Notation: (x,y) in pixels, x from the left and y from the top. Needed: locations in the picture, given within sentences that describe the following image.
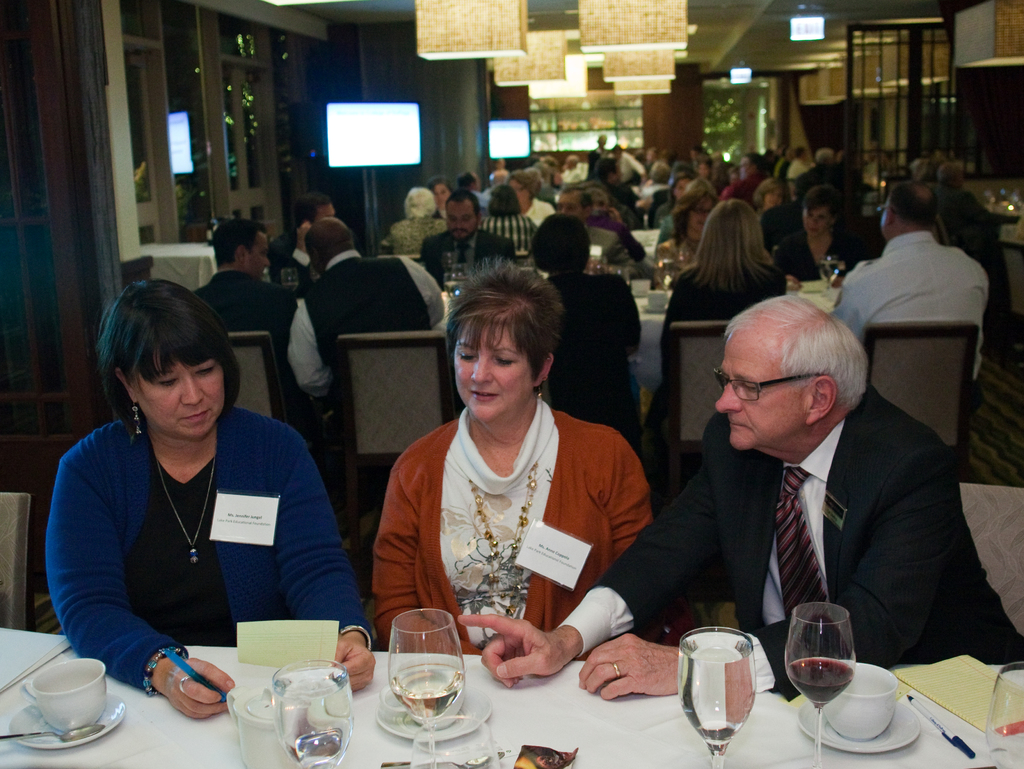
This picture describes about group of people (527,402), few are seated and few are standing, in front of them we can see few glasses (734,639), cups (52,675) and some other things (248,634) on the table (638,724), in the left side (100,535) we can see a woman (114,526), she is writing in the paper (259,645), in the background (657,74) we can see few monitors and lights (576,95).
